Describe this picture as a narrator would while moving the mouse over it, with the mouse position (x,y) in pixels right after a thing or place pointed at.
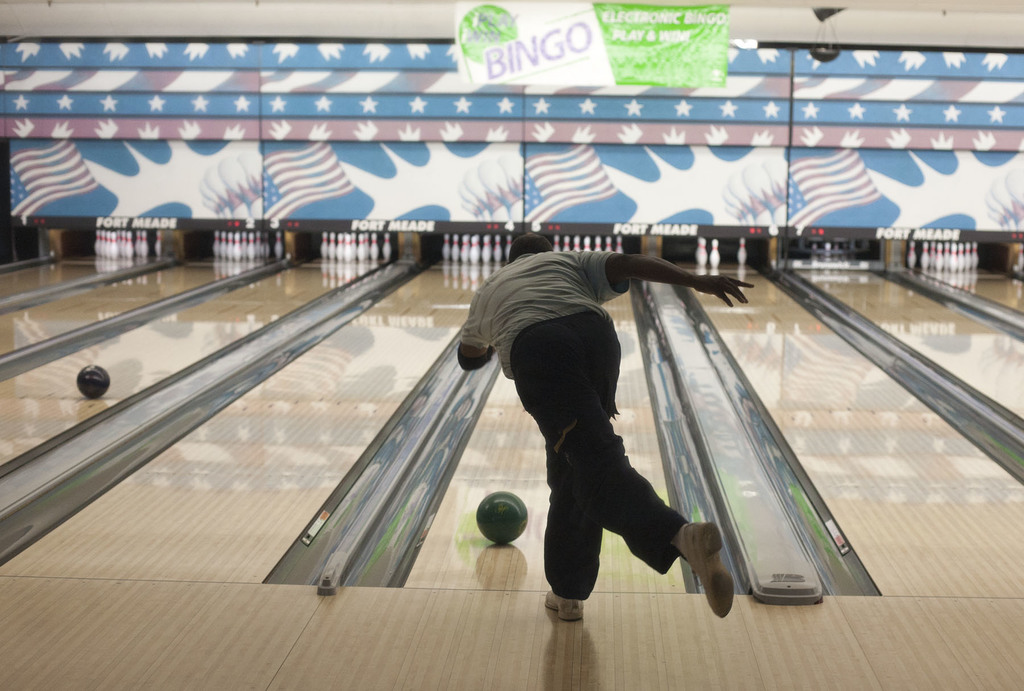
There is a man (502,338) in the center of the image (603,460) he is playing a bowling game and there is a wall (470,118) and flex (495,56) in the background area (562,123).
